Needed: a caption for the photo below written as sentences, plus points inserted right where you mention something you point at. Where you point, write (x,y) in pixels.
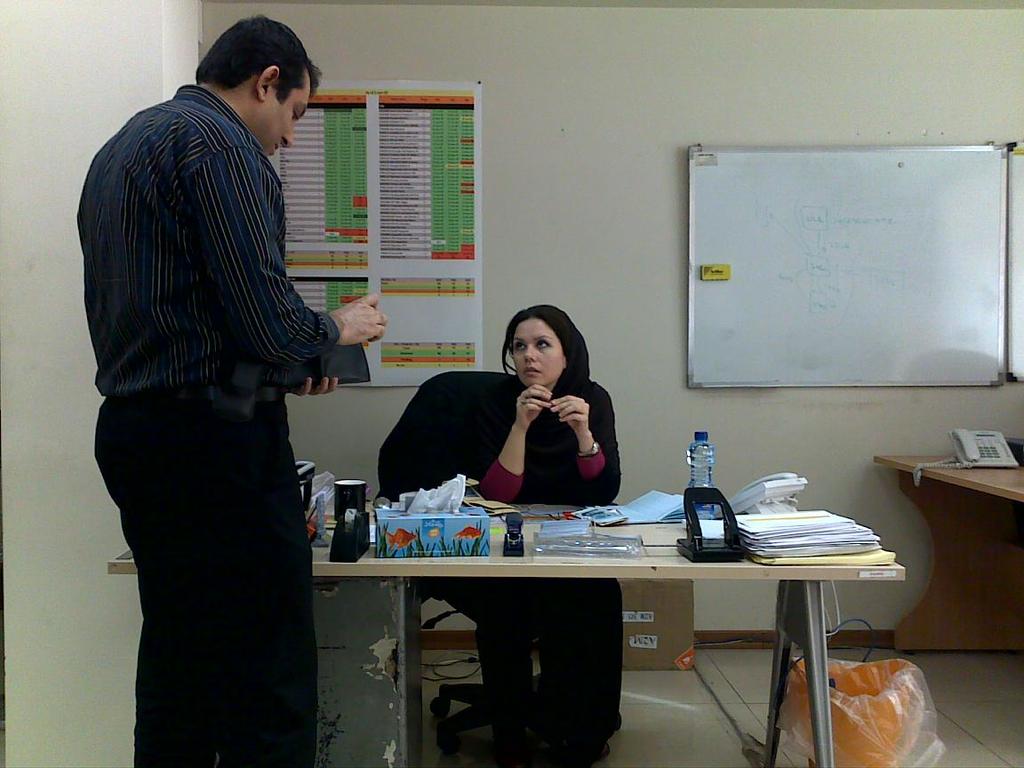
In this picture we can see a lady (583,579) sitting on the chair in front of table (503,537) on which there are some things (476,485) and a man (219,73) standing in front of them.
